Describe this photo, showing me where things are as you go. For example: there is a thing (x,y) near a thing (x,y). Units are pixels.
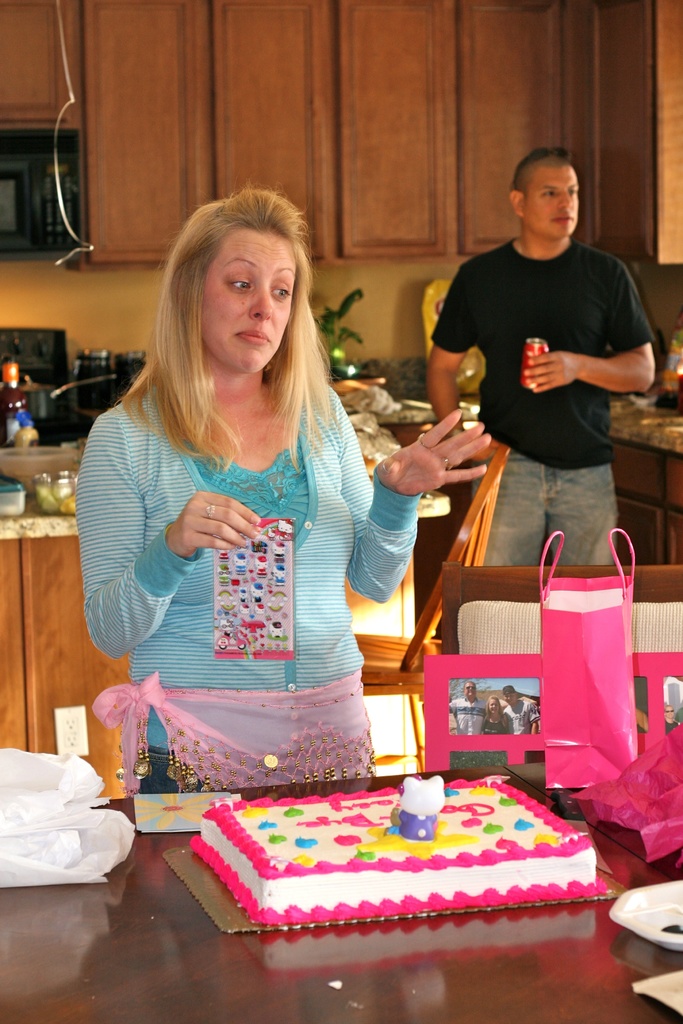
As we can see in the image there are two persons (242,458) and tables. On this table (431,921) there is a cake (461,816) and a bag (585,673).
